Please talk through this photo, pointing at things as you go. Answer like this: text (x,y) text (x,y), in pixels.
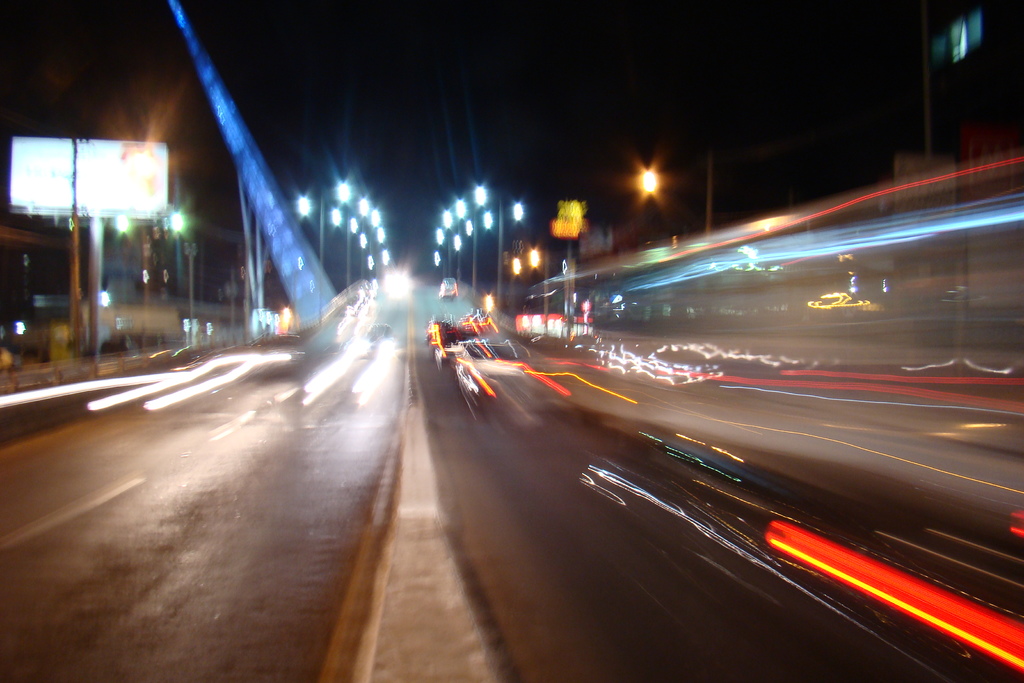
In this image I can see two roads (361,412) in the centre (355,361) and on it I can see few vehicles (355,301). On the both sides of the roads (528,407) I can see number of poles (249,273), street lights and buildings (5,280). I can also see this image is little bit blurry.
